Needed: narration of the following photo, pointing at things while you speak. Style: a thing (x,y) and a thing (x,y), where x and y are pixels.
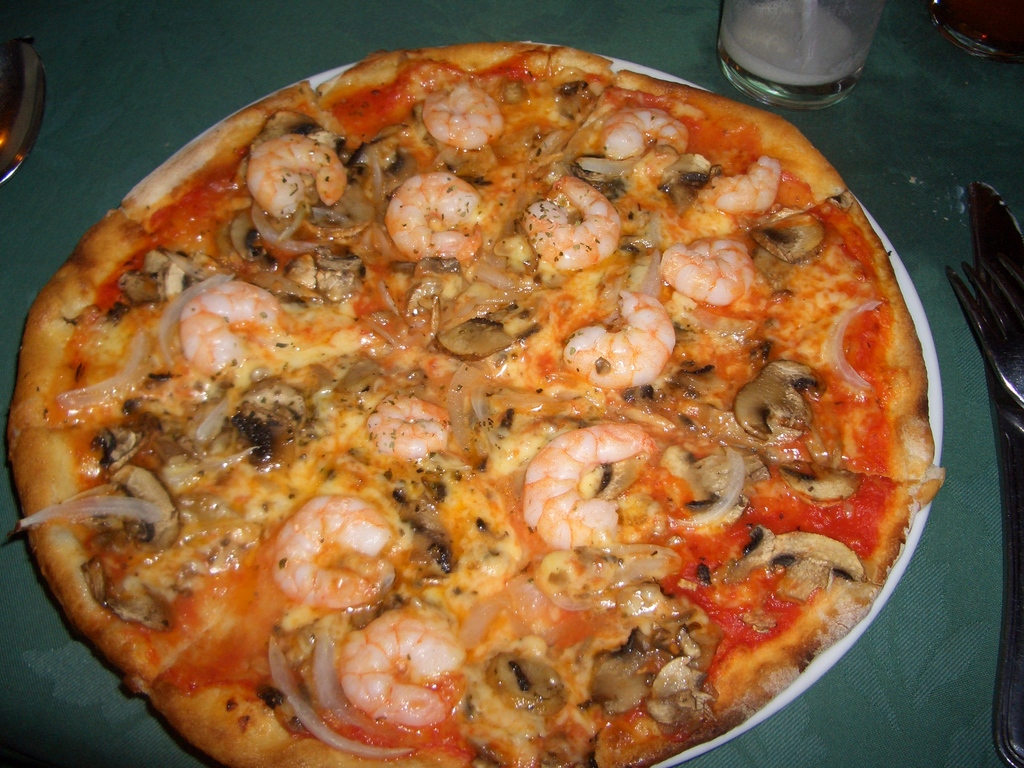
In the image there is a pizza (493,268) kept on the plate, it has mushrooms (695,460), prawns (615,456) and some other items (288,315) and there is a fork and a knife (993,207) beside the plate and there are two glasses (963,39) in front of the pizza (618,77) and on the left side (31,103) there is a spoon (43,102).
